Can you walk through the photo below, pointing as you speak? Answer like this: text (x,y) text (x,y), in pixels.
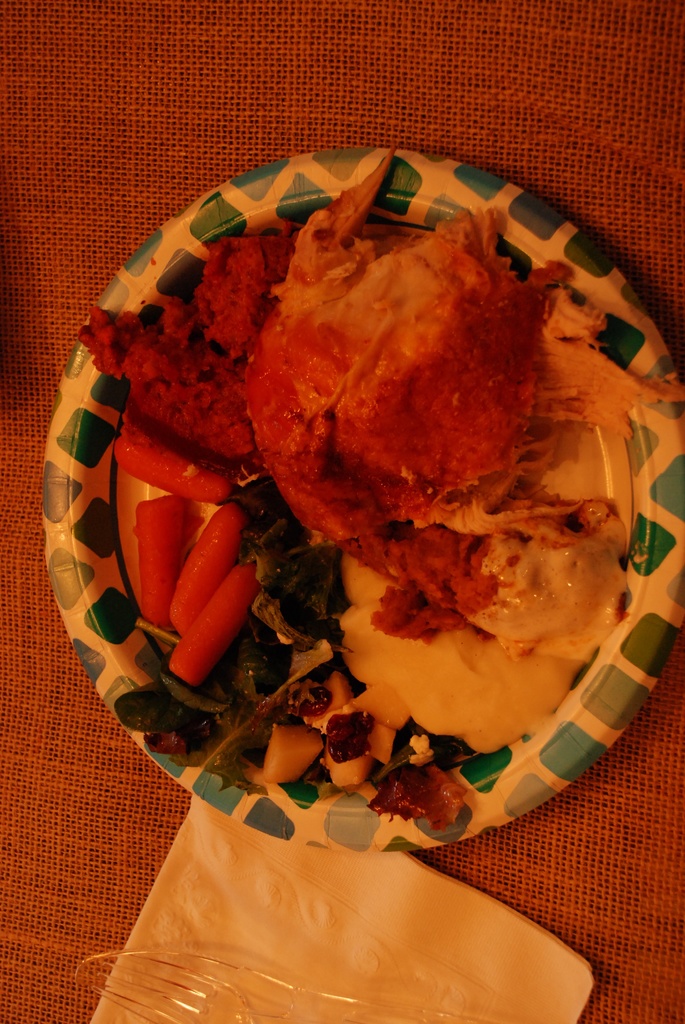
In this image I can see food (217,432) on a plate (97,456). I can see a paper napkin (363,880), a spoon (215,968) and a fork (229,989).
